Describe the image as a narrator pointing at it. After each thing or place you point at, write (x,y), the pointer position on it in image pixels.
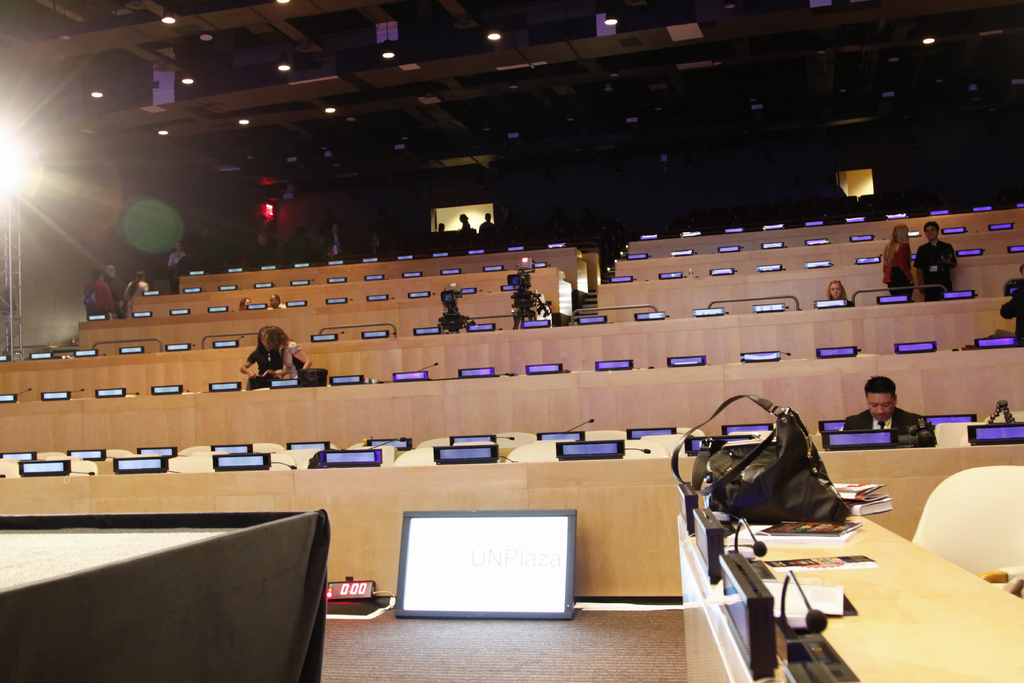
As we can see in the image there are few tables (157,496) and few people (888,255) standing and sitting here and there and on this table (894,569) there are books (876,510), mics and black color handbag (784,456).
